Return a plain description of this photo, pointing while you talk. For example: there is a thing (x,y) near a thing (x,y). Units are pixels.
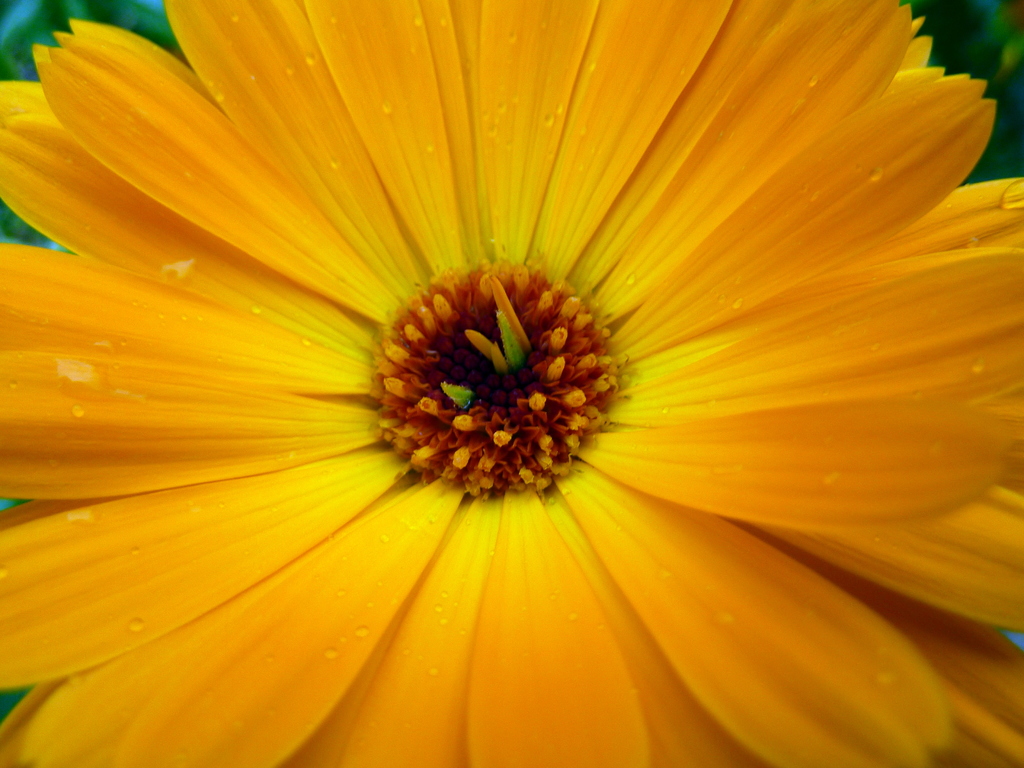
As we can see in the image there is a yellow color flower (370,301).
